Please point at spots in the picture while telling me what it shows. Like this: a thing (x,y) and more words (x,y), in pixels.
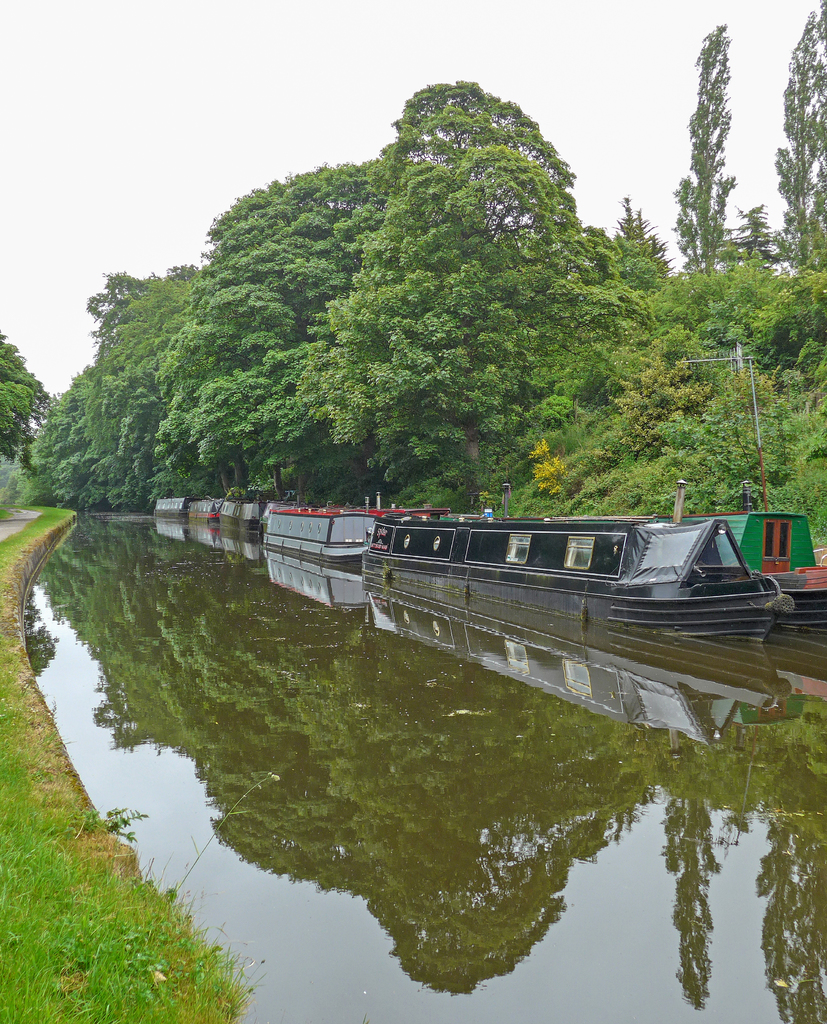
This picture is clicked outside. In the foreground (360,872) we can see a water body (427,732) and we can see the boats (403,552) and some other objects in the water body (399,830). On the left (125,1009) we can see the green grass (116,968). In the background (111,163) we can see the sky (346,98), trees (408,257), metal rod (738,353) and some other objects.
